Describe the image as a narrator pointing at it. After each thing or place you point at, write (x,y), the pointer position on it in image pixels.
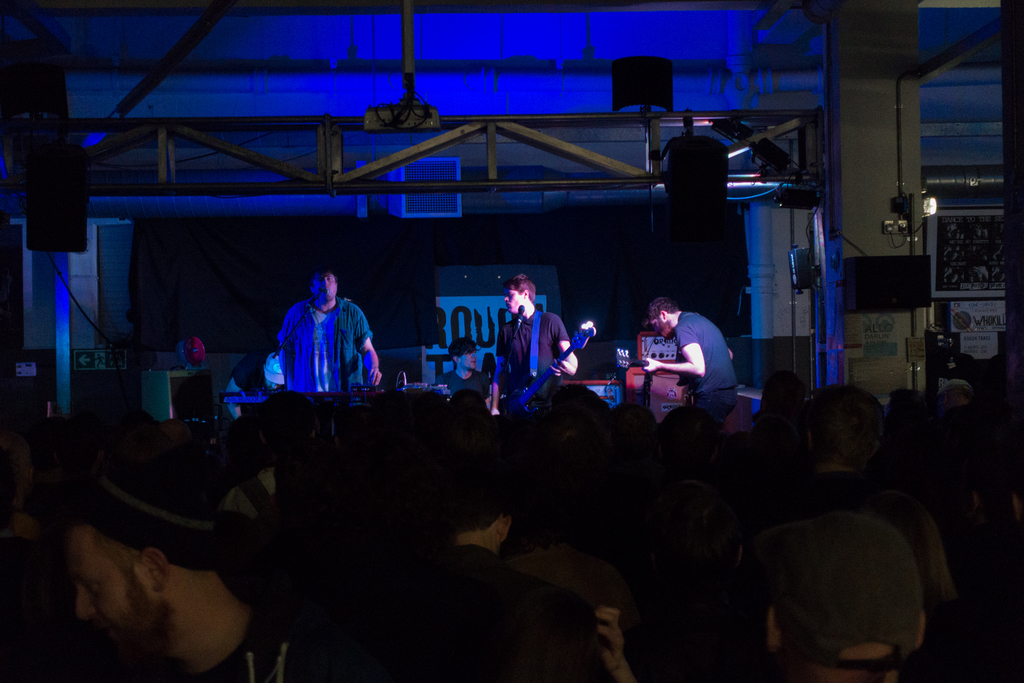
This is a picture taken in a concert. In the foreground of the picture (535,459) there are audience (283,433). In the center of the picture (344,366) there are people (354,348) standing and performing. At the top (59,188) there are lights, projector (373,120) and other objects (256,161). On the right (983,240) there are speaker (903,257), frame (988,276), paper (980,318) and other objects (835,268).
